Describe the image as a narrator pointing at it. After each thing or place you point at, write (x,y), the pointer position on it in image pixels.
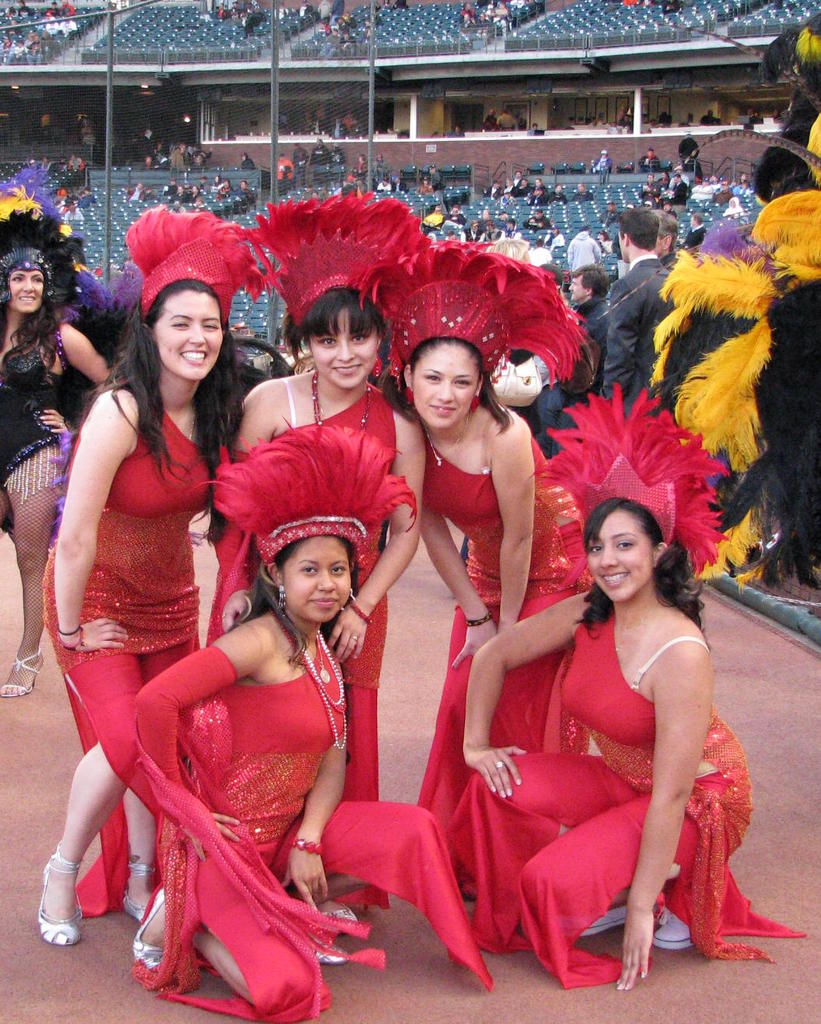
In this image I can see group of women (290,587) are smiling and wearing red color dress (453,670). In the background (444,234) I can see people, chairs (229,217), poles (274,146) and other objects (666,382).
